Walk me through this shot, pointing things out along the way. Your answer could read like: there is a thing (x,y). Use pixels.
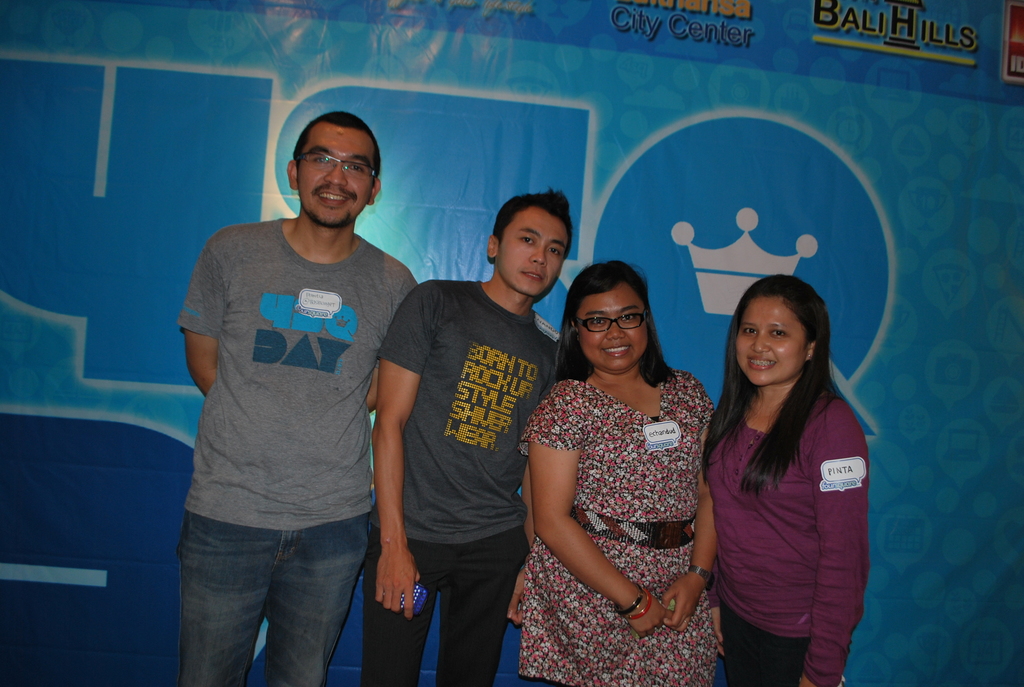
In this image I can see four persons (327,173) are standing and I can also see two of them are wearing specs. I can see one of them is holding a blue colour thing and except him, I can see rest all are smiling. In the background (88,191) I can see a blue colour board (734,67) and on it I can see something is written.
